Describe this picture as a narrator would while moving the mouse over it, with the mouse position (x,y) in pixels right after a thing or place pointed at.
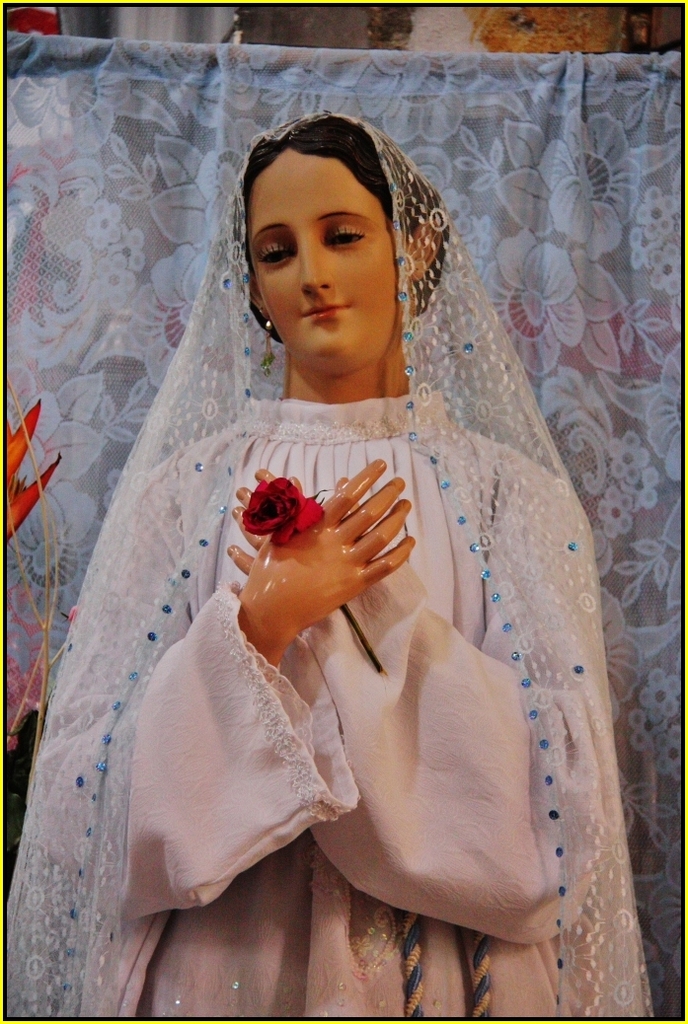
We can see statue (241,327) of a woman (300,445) holding a flower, behind this statue (272,184) we can see curtain (148,125).
